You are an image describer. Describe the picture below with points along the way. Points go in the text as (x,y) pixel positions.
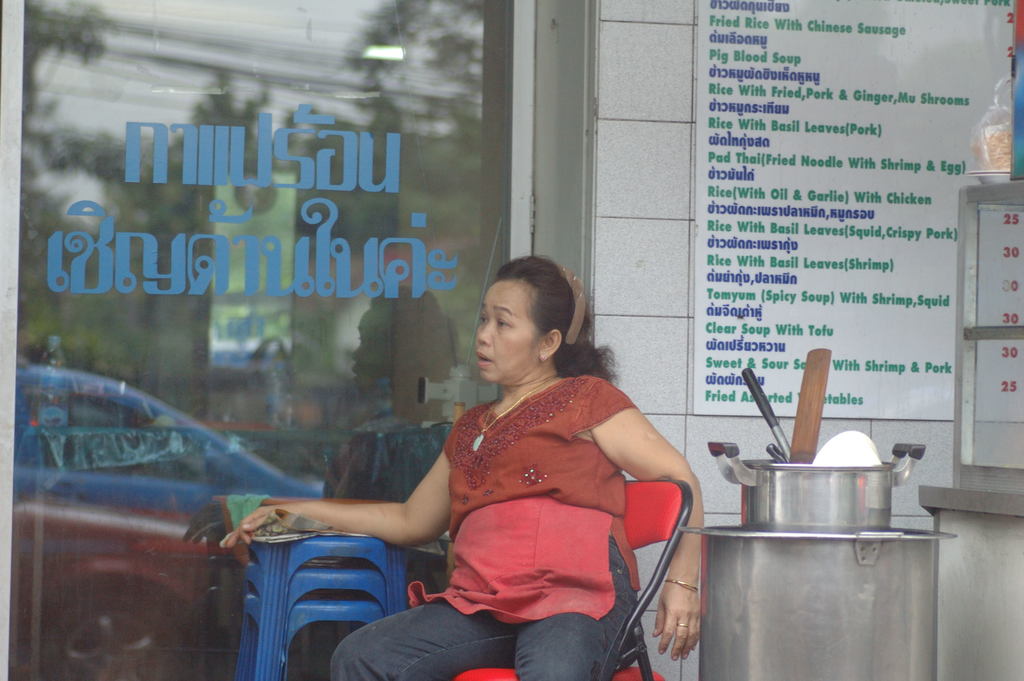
Here I can see a woman (582,553) sitting on the chair (646,504) and looking at the left side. Beside her I can see few stools (286,598) and vessels (787,541). At the back of her there is a wall (652,289) to which two boards (898,301) are attached on which I can see the text (757,124). On the left side (125,435) there is a glass (90,200) on which I can see the reflection (146,499) of a car (146,499).
